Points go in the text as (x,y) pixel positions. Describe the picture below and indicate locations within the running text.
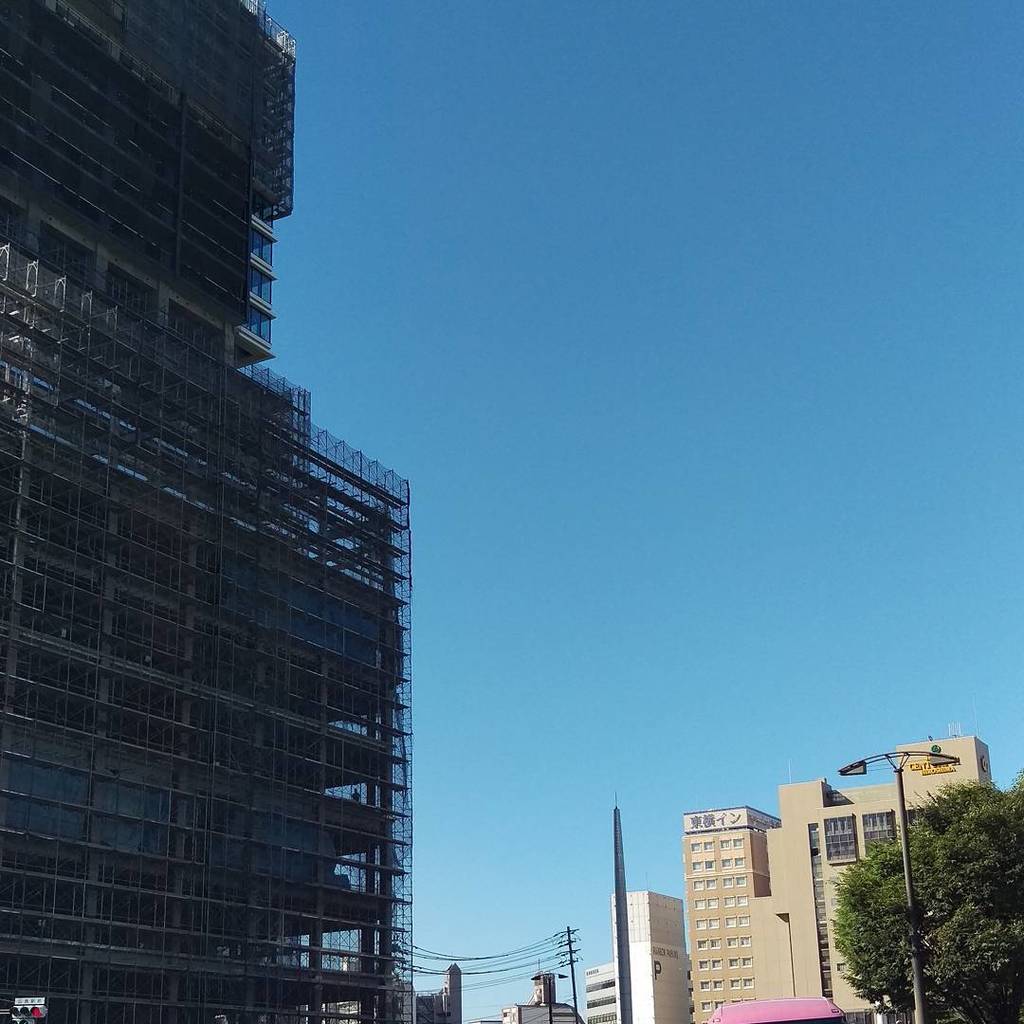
In this image we can see buildings (874,801), trees (931,920), light pole (858,771), a pole (574,980) with wires (485,957) and the sky (696,427) in the background (689,458).
